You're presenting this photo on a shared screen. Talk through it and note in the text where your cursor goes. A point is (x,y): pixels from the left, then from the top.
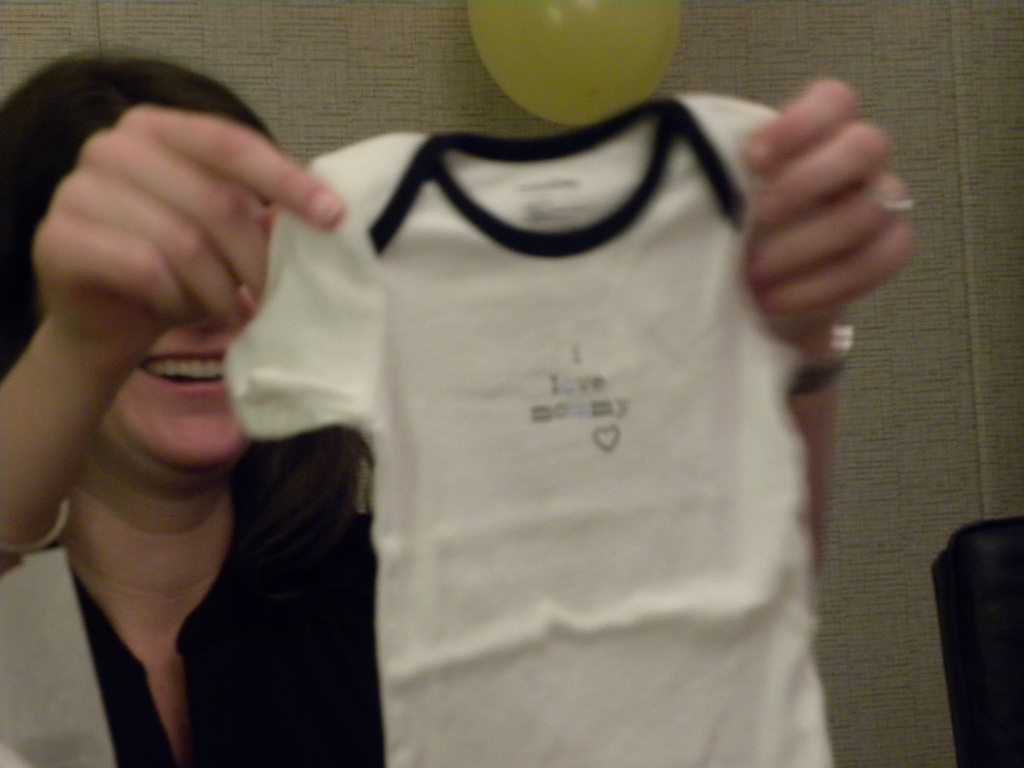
In this picture there is a woman (255,619) smiling and holding a small T-shirt (638,342) which has i love mommy written on it and there is a yellow color balloon (616,48) attached to the wall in the background (596,40).
